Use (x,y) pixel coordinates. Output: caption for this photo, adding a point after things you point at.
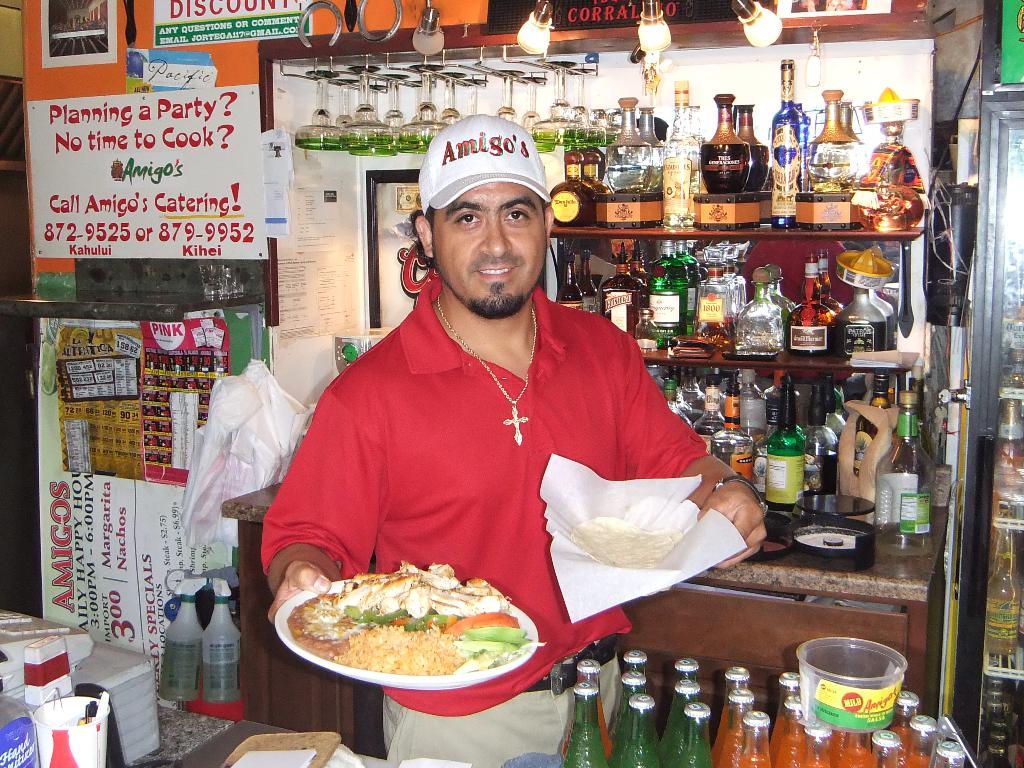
In this picture there is a person (498,376) standing and smiling and he is holding the plates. There is a food (336,634) on the plate (515,610). At the back (771,199) there are bottles (771,199) in the cupboard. In the foreground (164,738) there are bottles (687,702) and there is a cup (78,732), bowl (826,666) on the table (189,760). At the back (150,428) there are posters (175,340) on the wall (779,52). On the right side of the image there are bottles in the refrigerator (1015,129). At the top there are lights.
